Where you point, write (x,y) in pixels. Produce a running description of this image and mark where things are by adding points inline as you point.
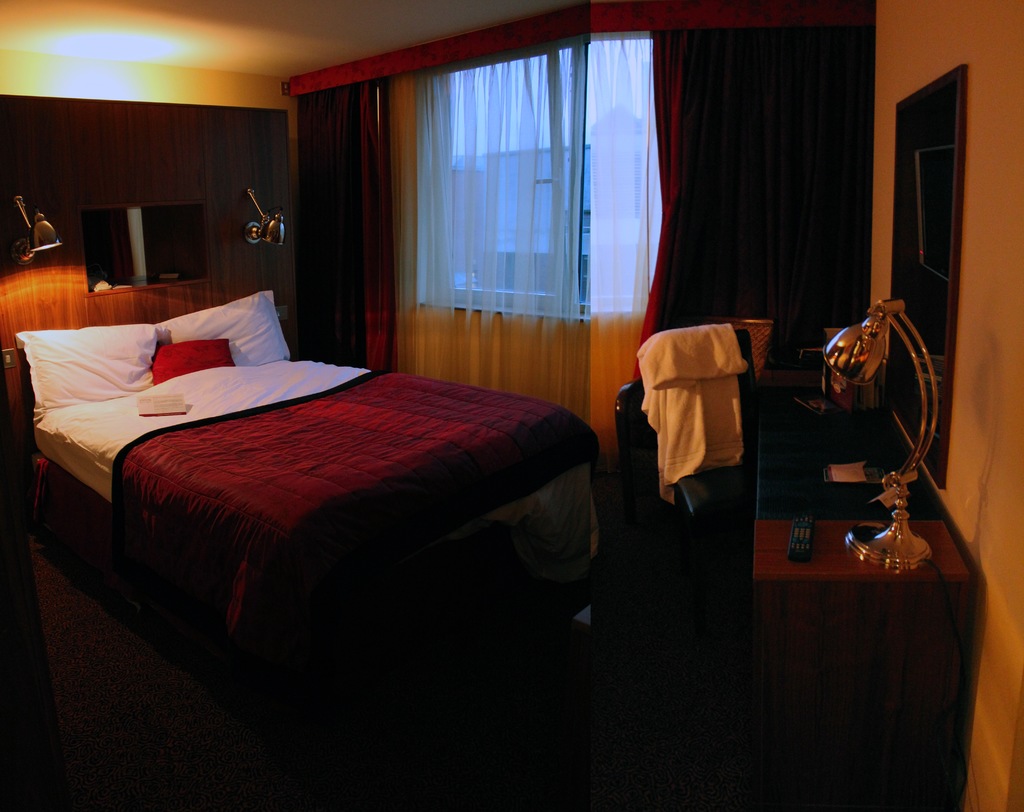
This picture describes about inside view of a room (359,285), in this we can find a bed (177,437), beside to the bed (324,598) we can find few lights (277,232), remote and other things (830,465) on the table (830,518), in the background (375,215) we can see few curtains (435,239).
